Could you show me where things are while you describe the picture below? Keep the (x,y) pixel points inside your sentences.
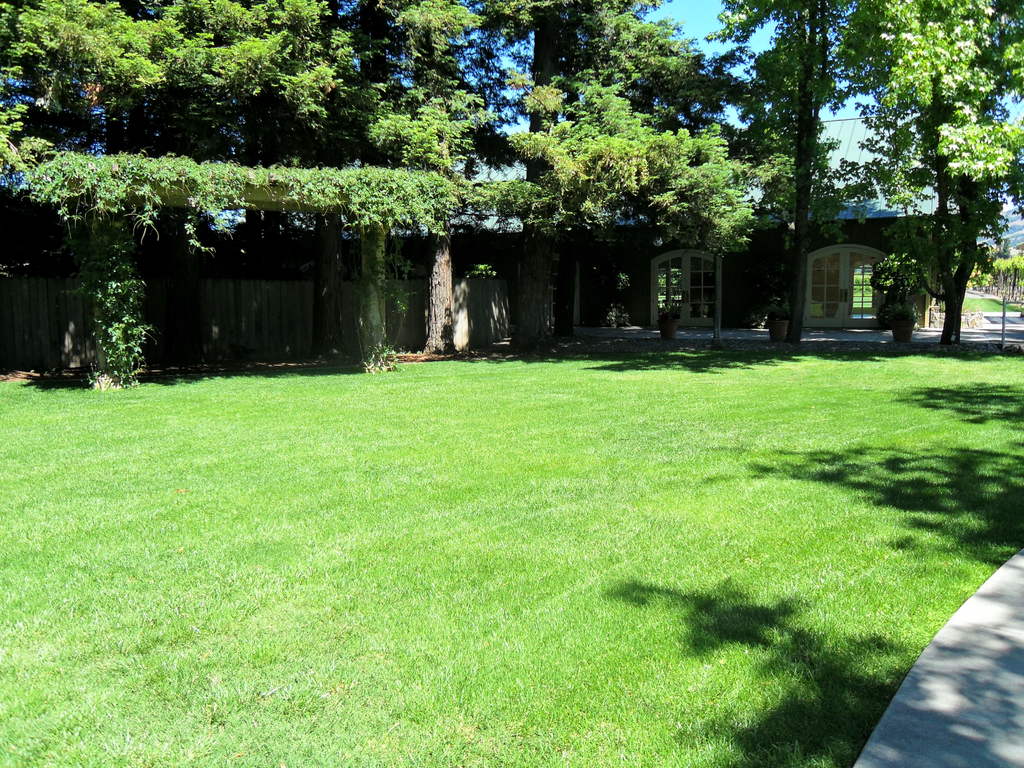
In this picture we can observe some grass (372,520) on the ground (642,464). There are some trees (330,75). We can observe a wooden wall (221,312). In the background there is a sky (702,44).
